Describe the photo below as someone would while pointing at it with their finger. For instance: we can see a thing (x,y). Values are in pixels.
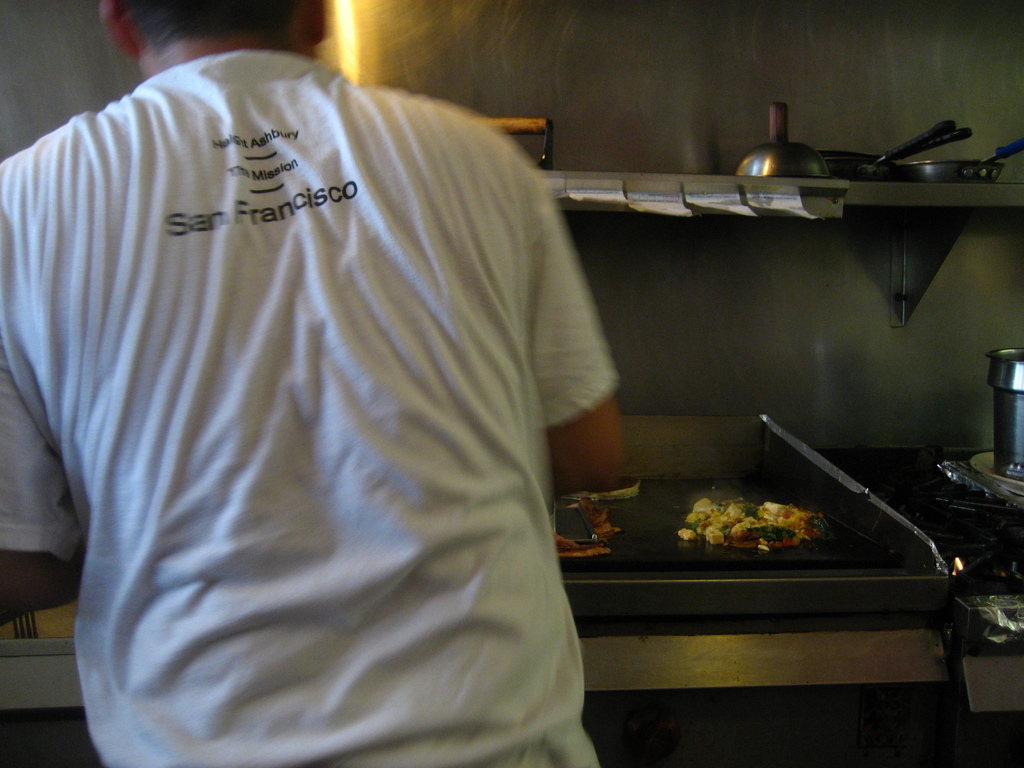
In the picture I can see a person (285,535) is standing and wearing a white color t-shirt (222,309) which has something written on it. In the background (683,274) I can see food items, utensils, a wall (680,268) and some other things (722,598).
